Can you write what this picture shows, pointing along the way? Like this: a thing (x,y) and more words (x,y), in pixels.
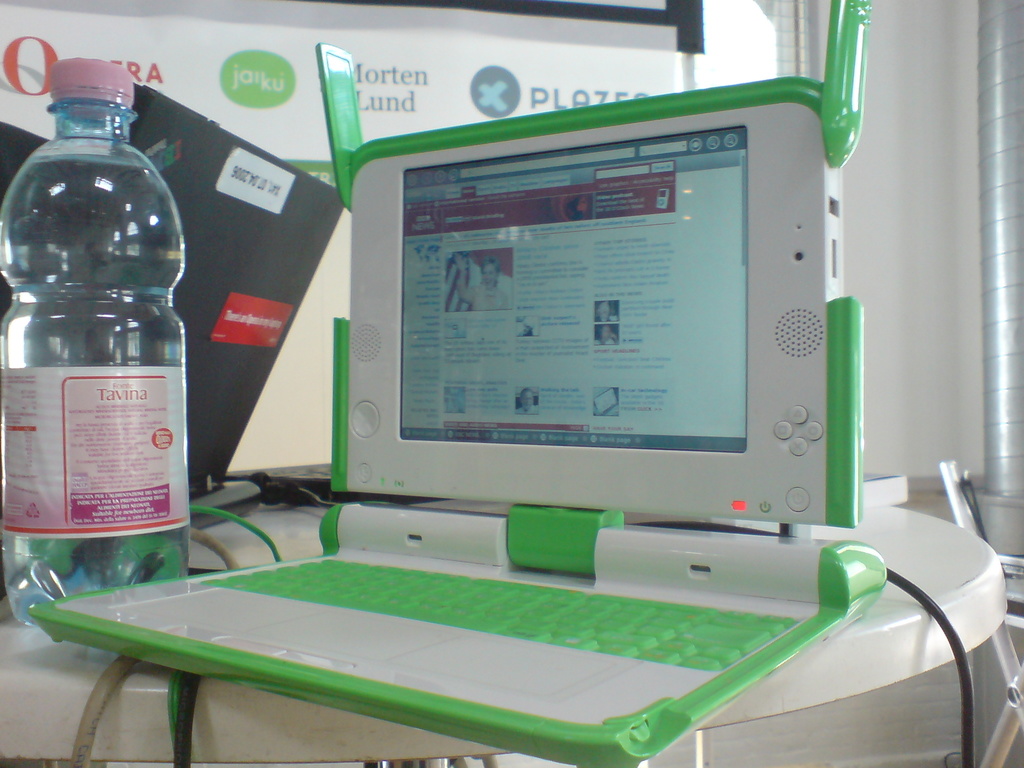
In the picture there is a white color table (948,640), on the table (971,615) there is a green color laptop (598,510), beside the laptop (592,380) there is a water bottle (61,469), in the background (278,43) there is poster (440,66) to the right side (968,150) there is a white color wall (962,221) and a pillar (1016,475).
